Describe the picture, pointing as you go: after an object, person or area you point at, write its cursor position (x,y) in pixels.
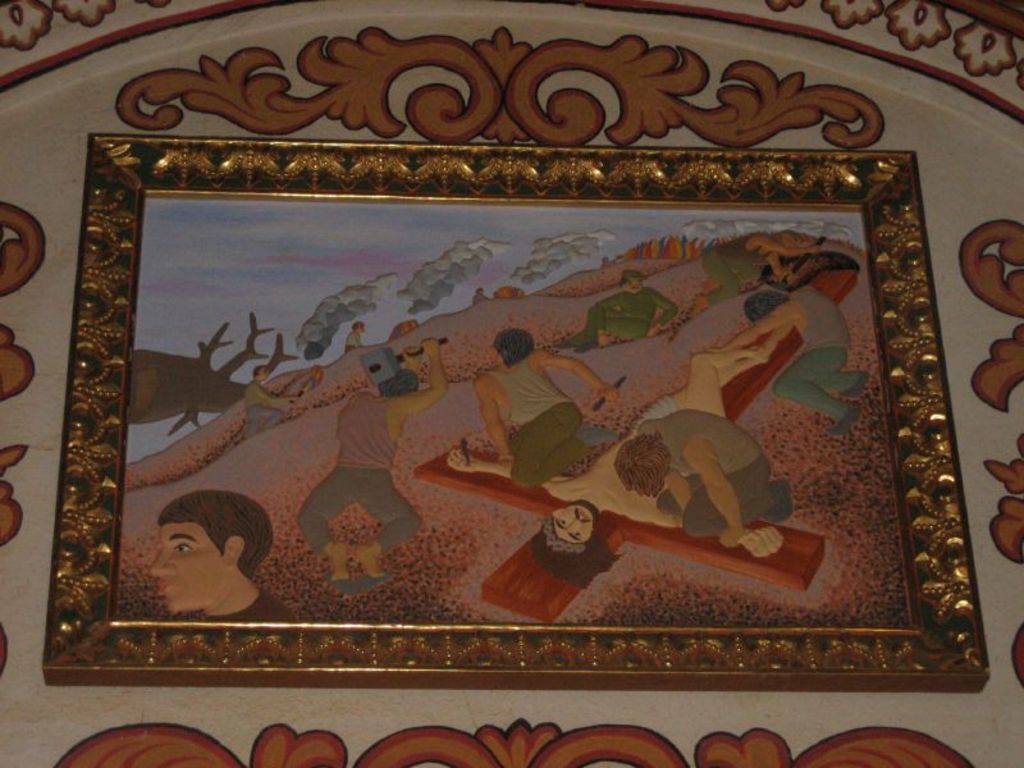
In this image there is a photo frame (688,346) attached to the design wall (728,60).
